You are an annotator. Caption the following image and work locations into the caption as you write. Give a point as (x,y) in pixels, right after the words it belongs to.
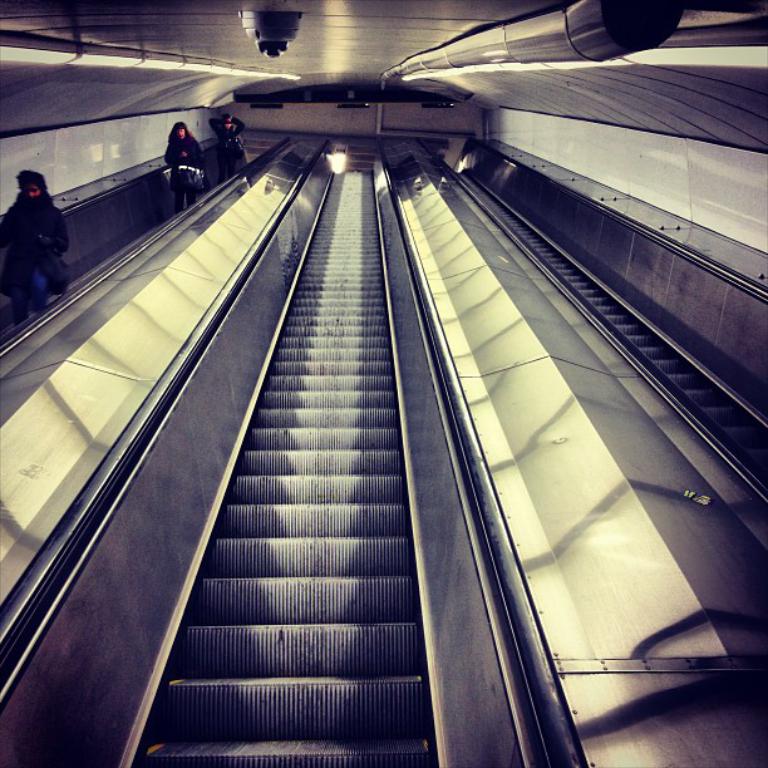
In this picture we can see few people (185,143) on the escalator (127,335), and also we can find lights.
